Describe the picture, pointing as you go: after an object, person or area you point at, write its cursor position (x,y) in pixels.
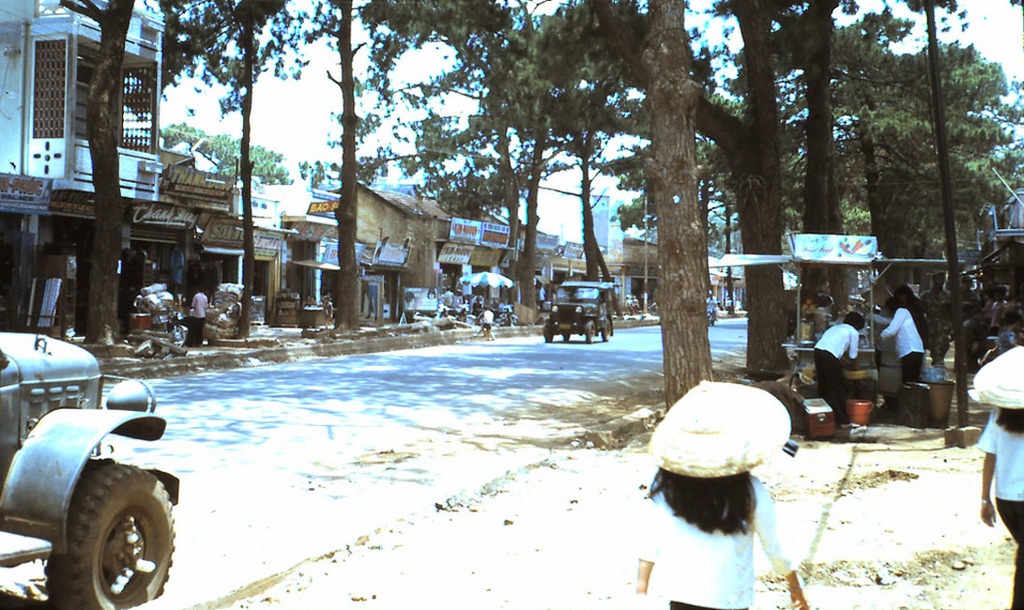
Here in this picture we can see vehicles (102,401) present on the road (297,419) and we can also see people (726,485) standing and walking on the ground (453,545) and in the front (751,447) we can see some women (768,522) are wearing hats (712,455) and walking and we can see some stalls (754,258) and stores (181,254) present on either side of the road (356,399) and we can also see houses (52,162) and plants (525,129) and trees (537,206) present on the ground (439,342) and we can see the sky (613,183) is clear.
